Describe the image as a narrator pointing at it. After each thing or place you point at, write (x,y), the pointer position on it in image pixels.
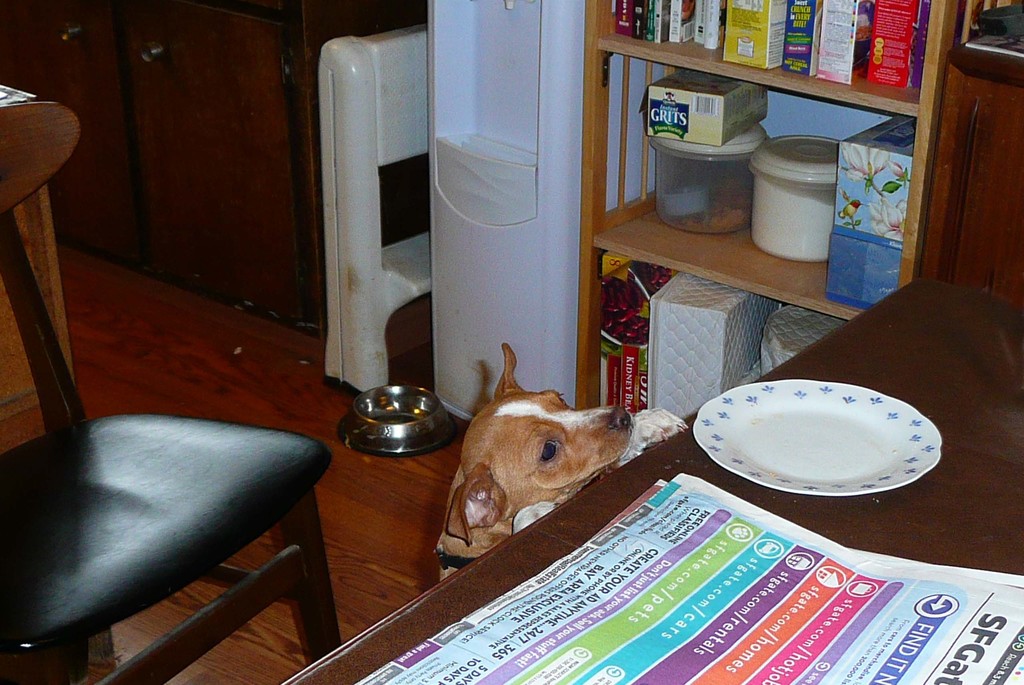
On the right side of the image (972,463) there is a table (972,498). On the table (973,541) there is one plate (845,468) and one news paper (764,621). On the left side of the image (86,526) there is a chair (65,560). In this image I can see dog (452,510) beside the table (966,529). In the background (676,123) I can see a rack (829,87), few boxes (826,46) are arranged in that. On the left top of the image (182,38) there is a cupboard (228,202).
